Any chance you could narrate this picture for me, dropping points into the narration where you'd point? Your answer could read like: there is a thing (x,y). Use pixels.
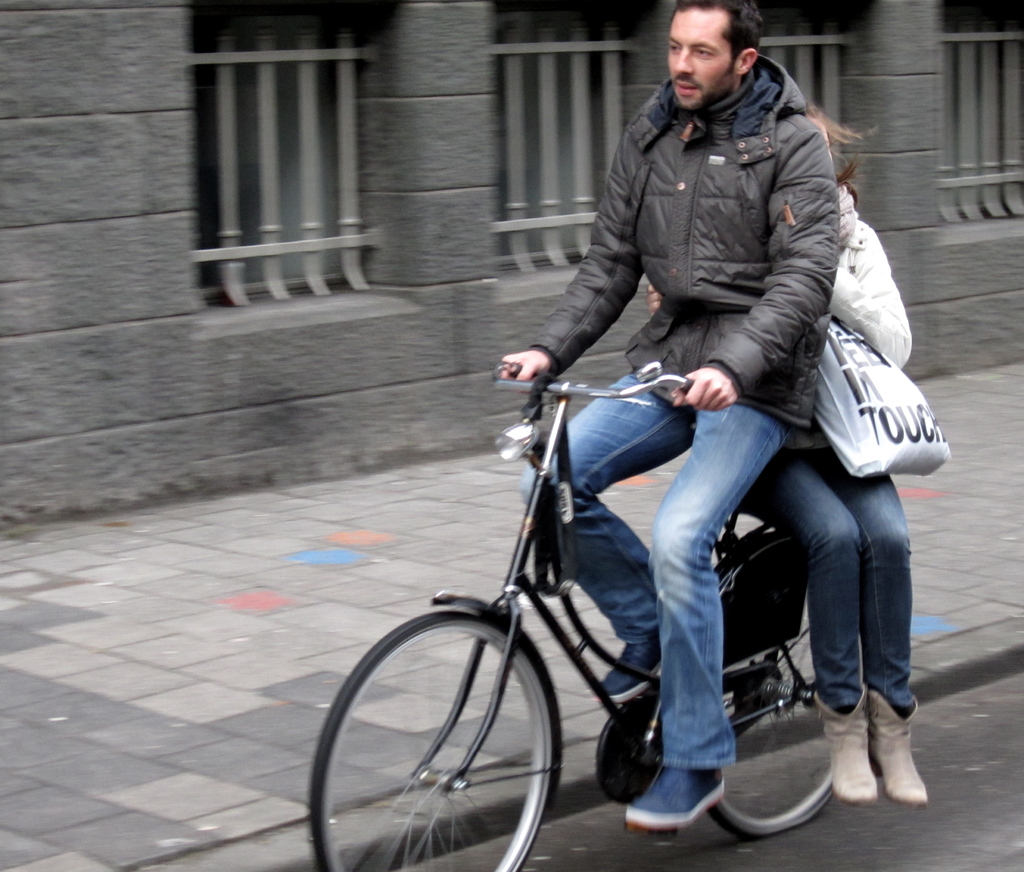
In the image there is a man (766,430) and woman (840,647) sat on bicycle (531,507) and they are going on road (949,770) and beside them there is wall (360,116).
